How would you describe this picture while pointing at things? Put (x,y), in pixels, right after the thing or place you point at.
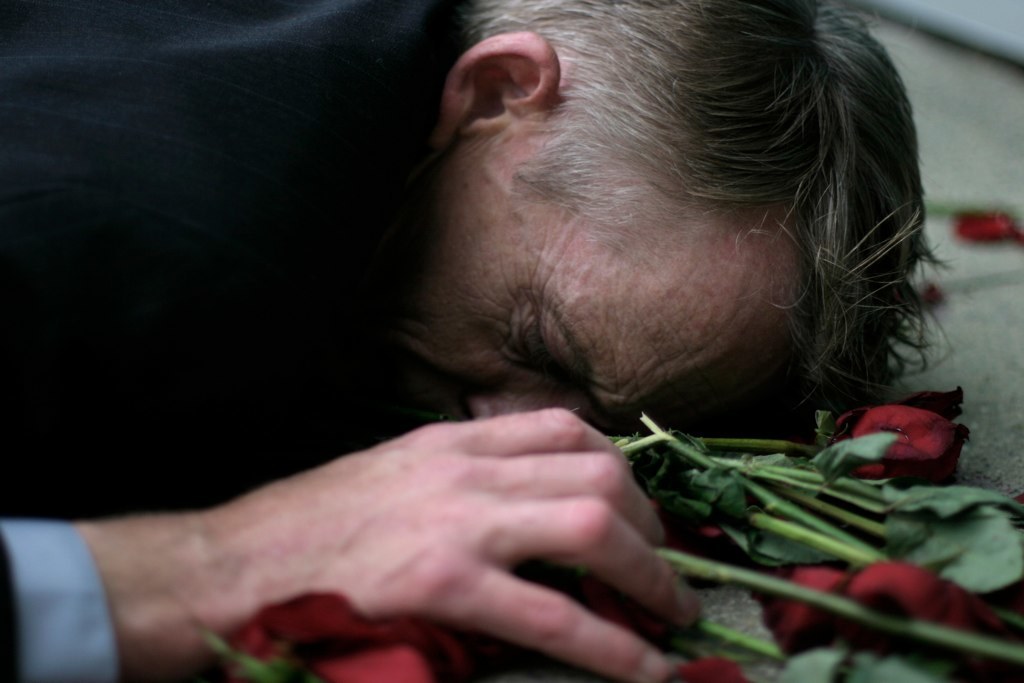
In this image there is man (611,119) laying, beside him there are roses (730,546).
